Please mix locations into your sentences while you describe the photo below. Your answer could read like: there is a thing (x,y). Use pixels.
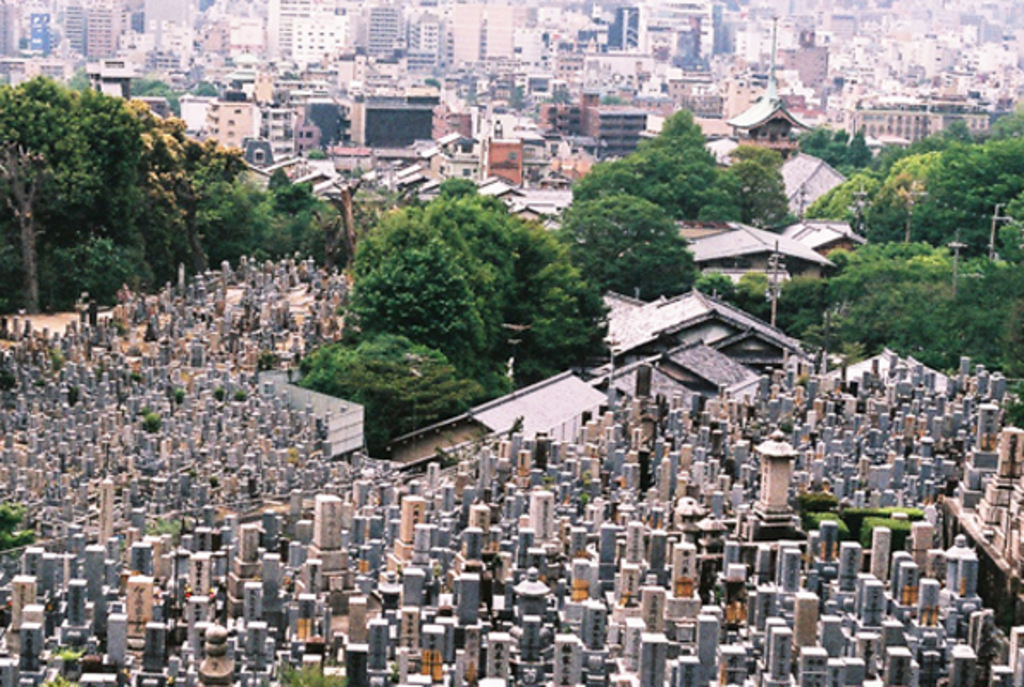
In this image I can see many buildings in multicolor. Background (71,104) I can see trees (68,137) in green color.
